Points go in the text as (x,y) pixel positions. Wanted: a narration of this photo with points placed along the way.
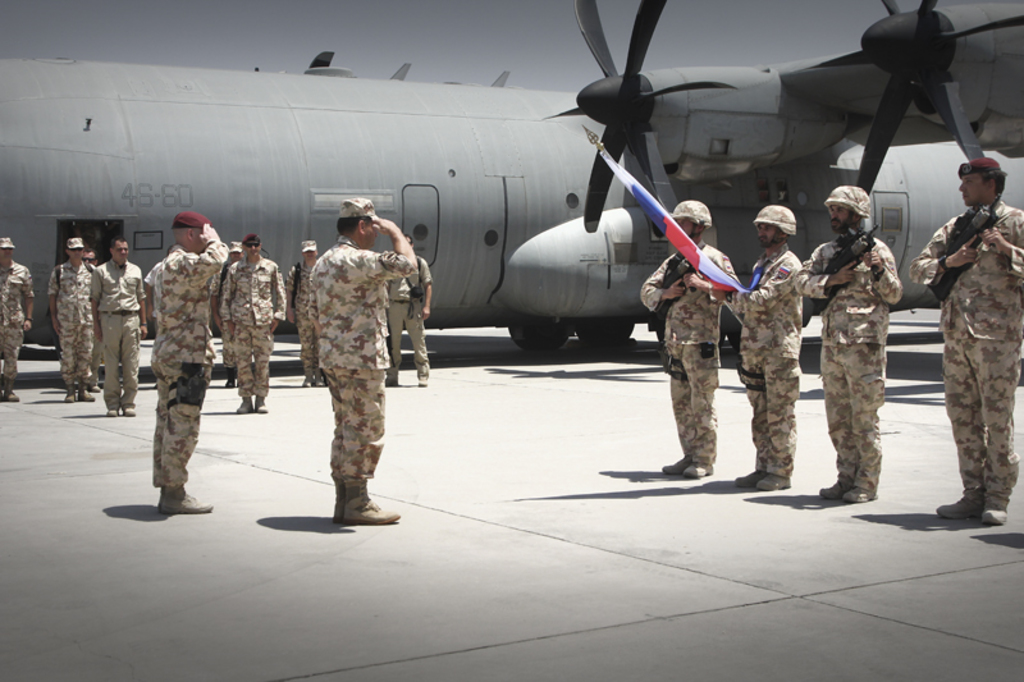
In this image we can see the aircraft (622,106) in the background (75,179), few numbers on the aircraft (292,171), some army people (364,315) are standing on the floor (605,368), some army people (174,353) are wearing objects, three men's (995,265) are holding guns (668,294), one man (769,310) holding a flag (738,281) with pole (602,149) and at the top (447,30) there is the sky (108,32).
